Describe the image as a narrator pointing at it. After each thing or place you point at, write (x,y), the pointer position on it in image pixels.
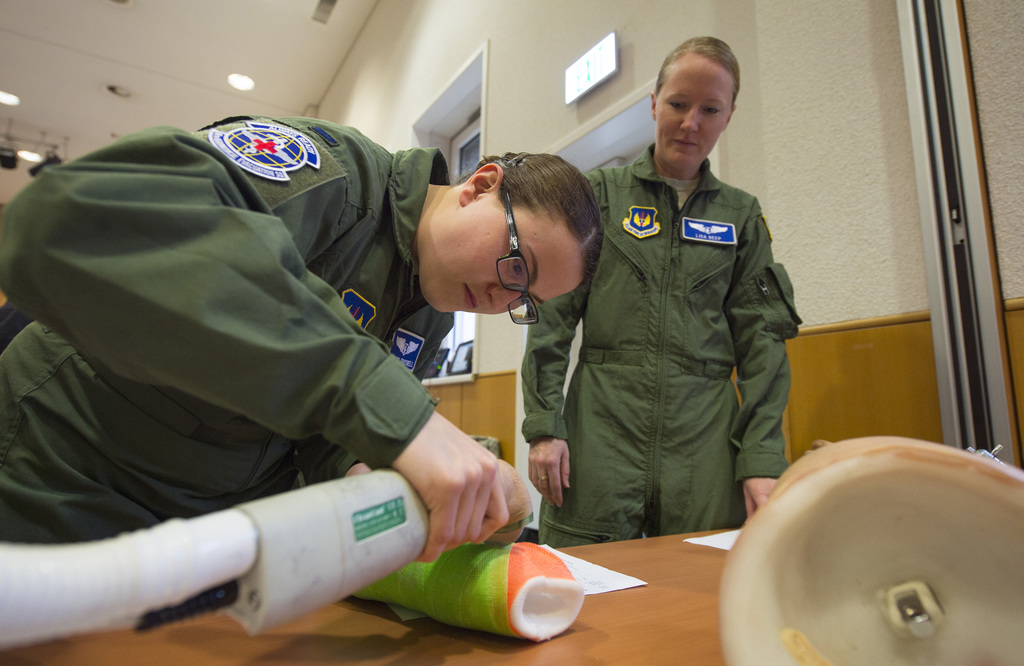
In front of the image there is a table (385,665). On top of it there are some objects (490,557). Behind the table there is a person (353,354) holding some object (289,584). Beside her there is another person (650,460) standing. In the background of the image (578,89) there is a display board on the wall (840,10). There is a glass window (475,119). There are some objects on the platform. On top of the image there are lights (233,81).
